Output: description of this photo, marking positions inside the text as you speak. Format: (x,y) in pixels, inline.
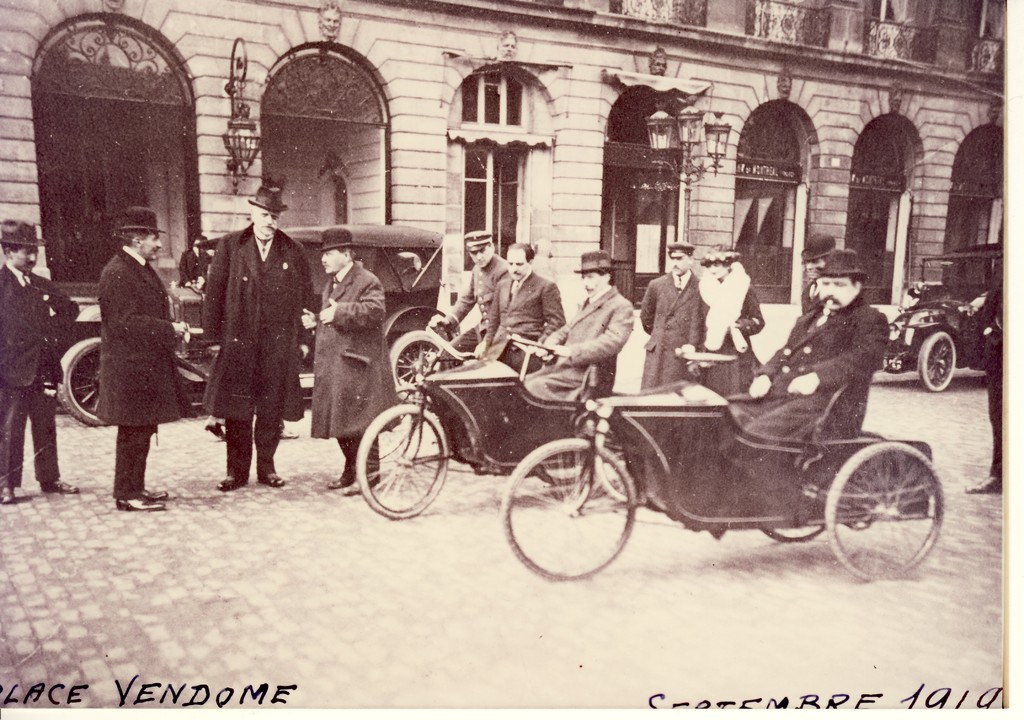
This is a black and white image. In this image we can see men (297,290) standing on the road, motor vehicles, men (569,337) sitting on the tricycles (721,457), street poles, street lights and sculptures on the building (421,62).
